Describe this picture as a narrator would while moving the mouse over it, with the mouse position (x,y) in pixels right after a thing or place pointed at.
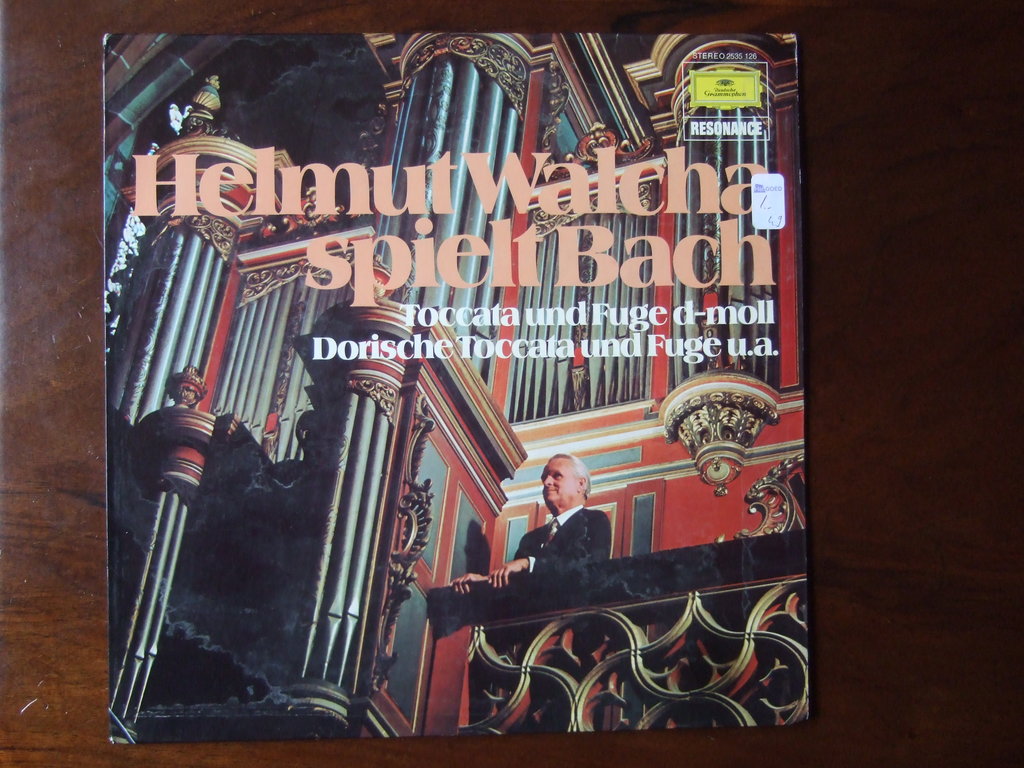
In this image in front (383,698) there is a record cover (227,456) on the table (890,332).
